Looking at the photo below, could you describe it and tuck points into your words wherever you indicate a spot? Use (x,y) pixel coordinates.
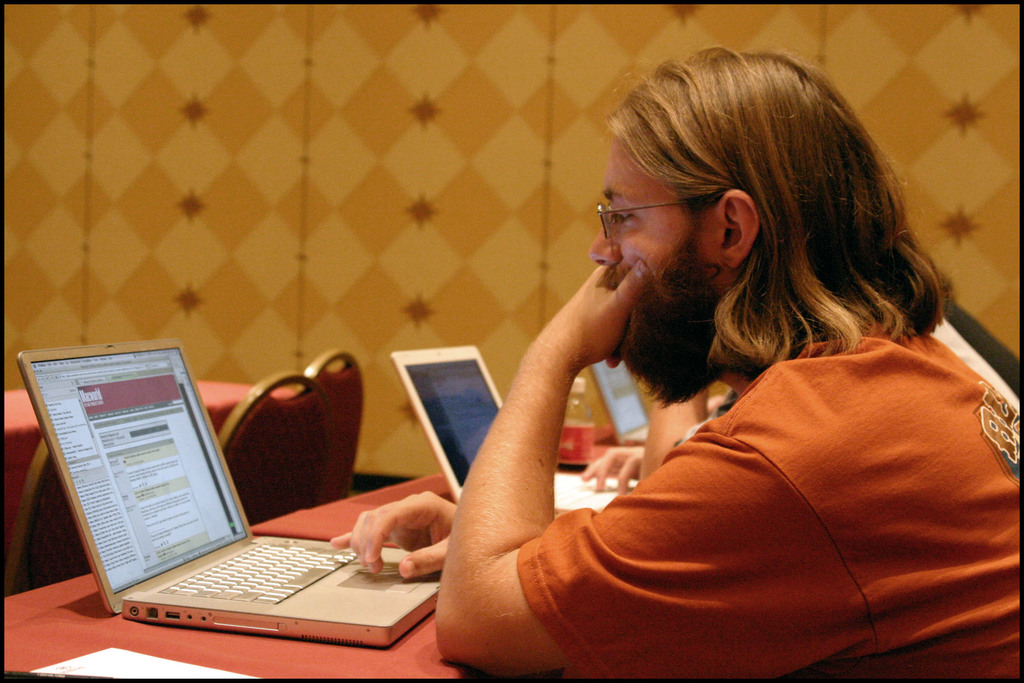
In this image, we can see a person (783,380) is looking towards the laptop screen (180,485). Here we can see laptops (156,485), human hand (635,449), fingers (631,463), bottle (593,436), chairs (264,472), tables (248,638) and wall (453,180).
